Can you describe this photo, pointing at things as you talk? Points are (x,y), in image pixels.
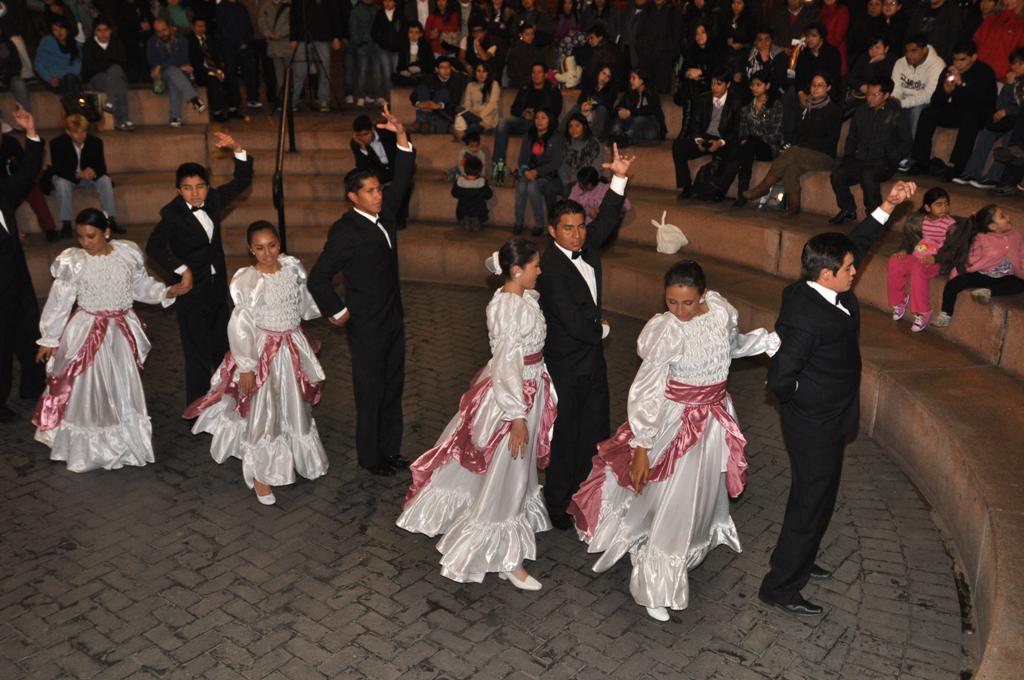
In the center of the picture (513,289) there are people (380,381) dancing. At the top (417,131) there are staircase (259,165), on the staircase (446,215) there are people (639,89) and kids (951,306) sitting.
